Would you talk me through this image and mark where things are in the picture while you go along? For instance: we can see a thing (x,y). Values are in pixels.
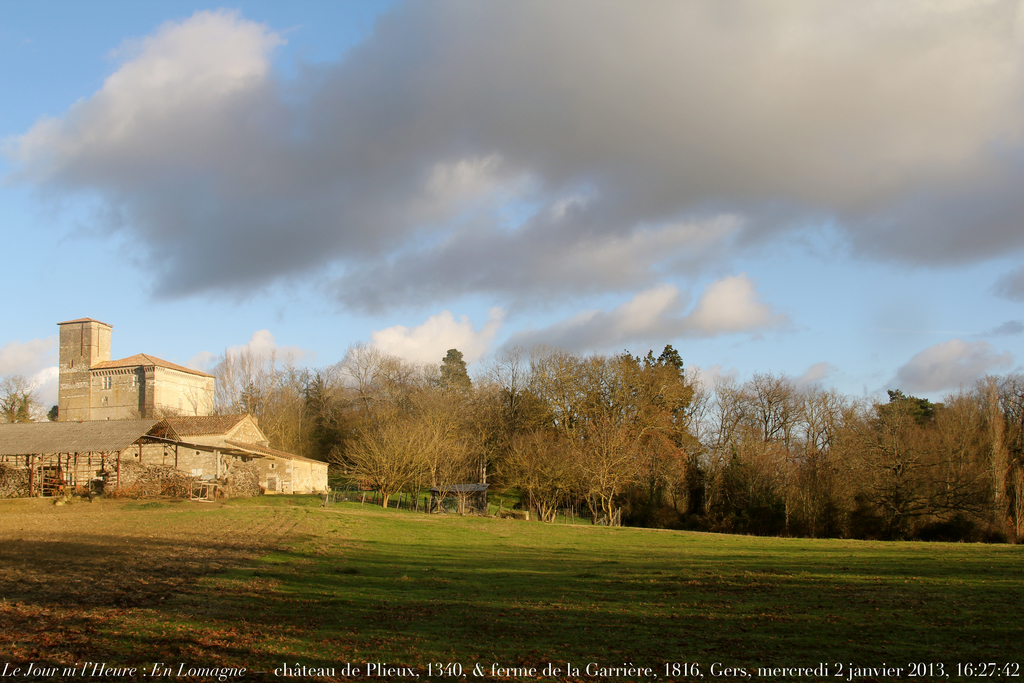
In this picture we can see a building (190,470), shelter (94,431), trees (368,457), grass (490,545) and in the background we can see the sky (458,197) with clouds (558,264).
